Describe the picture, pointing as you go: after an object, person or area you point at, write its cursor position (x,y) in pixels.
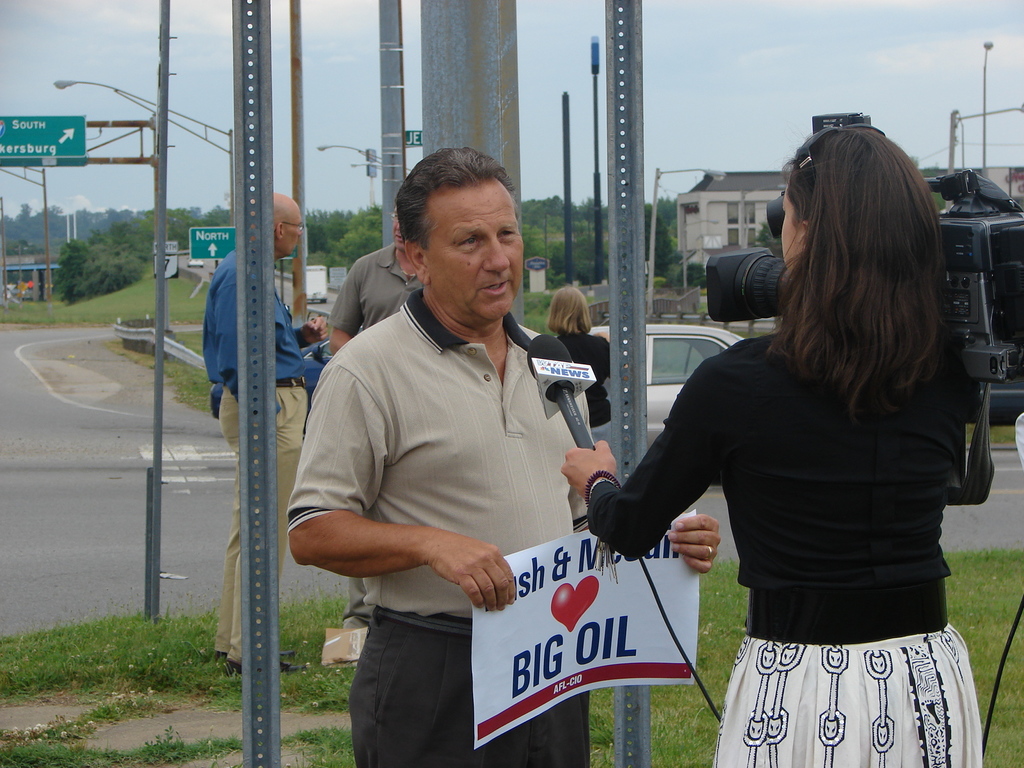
In this picture we can see few people (592,389), in the middle of the image (472,342) we can see a man (474,272), he is holding a poster (512,613), in front of him we can see a woman (767,516) and she is holding a microphone (581,371), on the right side of the image (777,217) we can see a camera (723,288), in the background (669,262) we can see few poles (249,147), vehicles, sign boards (11,121), trees (318,255) and buildings (773,177).
